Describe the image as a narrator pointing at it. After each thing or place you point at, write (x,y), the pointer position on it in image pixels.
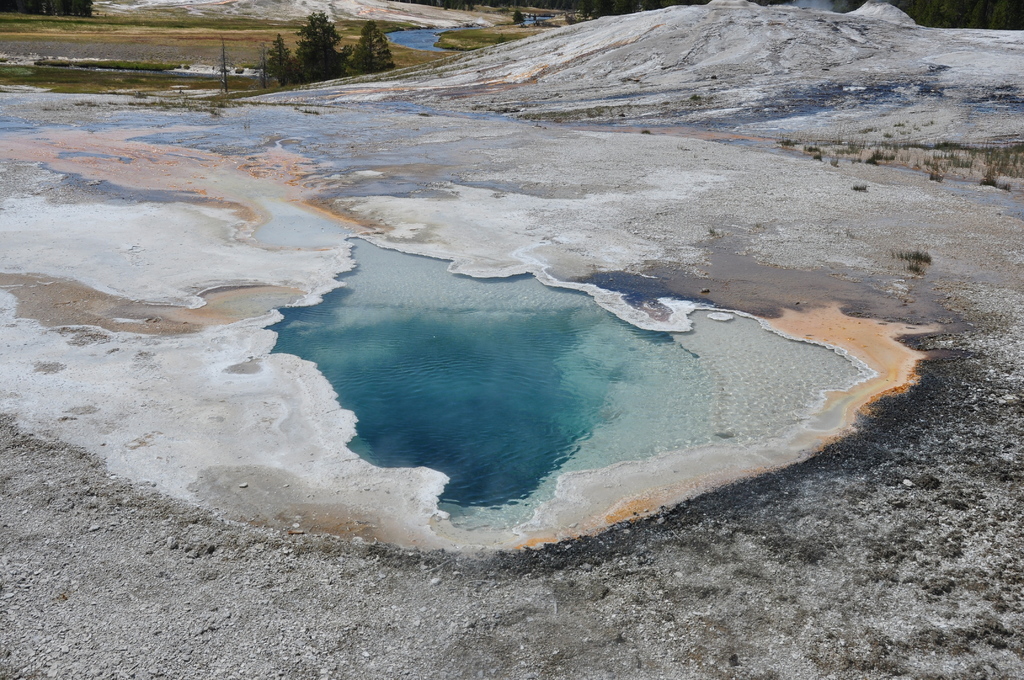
In this picture I can see the water (551,369). At the top (281,54) I can see many trees (307,34). On the right (976,59) I can see some white object (902,70) on the land (983,99). At the bottom (112,585) I can see the stones (274,546).
